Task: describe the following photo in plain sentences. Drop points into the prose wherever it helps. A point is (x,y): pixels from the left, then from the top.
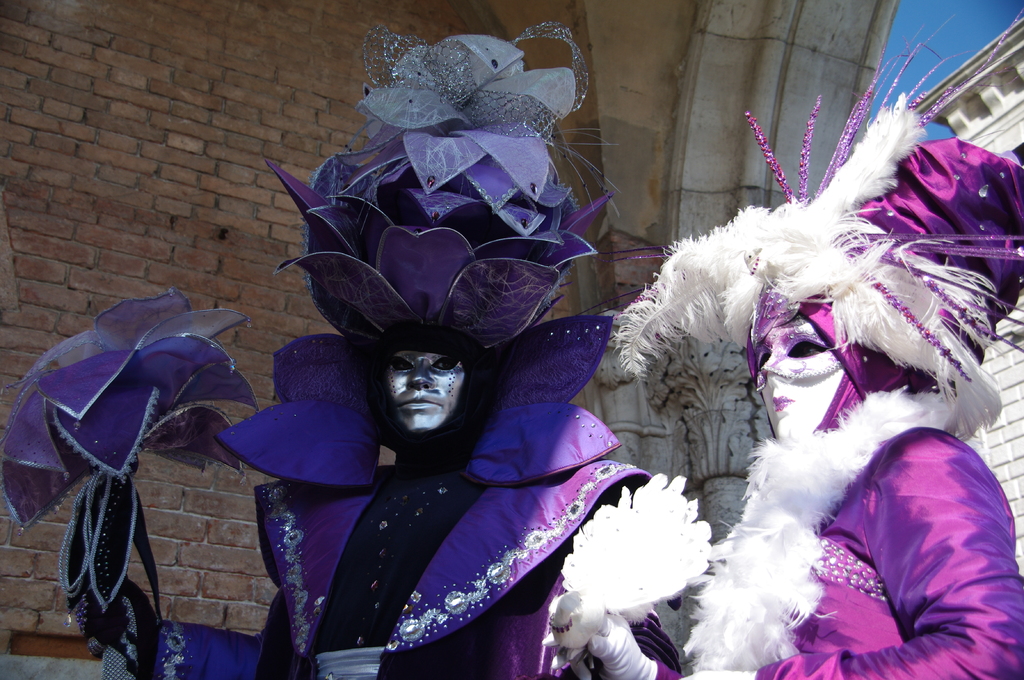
In the foreground of this image (676,489), there are persons (554,516) wearing carnival costumes (616,506) and the masks (801,419). In the background (199,48), there is a brick wall (208,46), sky (960,51) and the building (999,99).
